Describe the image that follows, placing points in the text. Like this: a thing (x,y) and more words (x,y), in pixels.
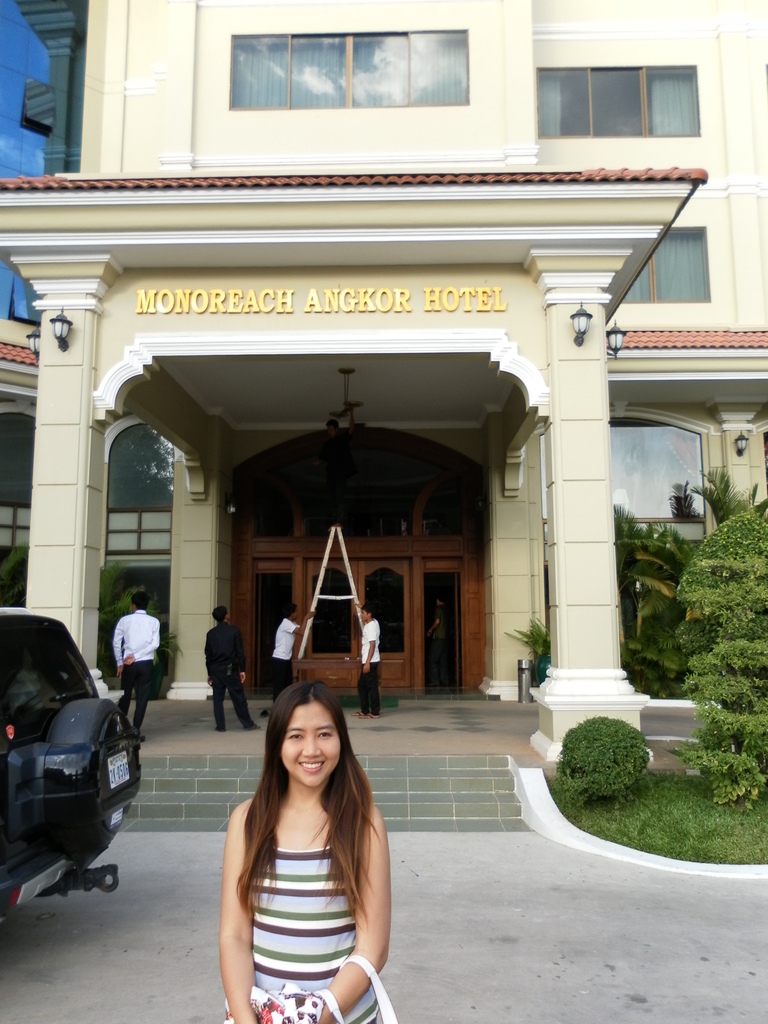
In this image in the center (314,386) there are buildings (455,356) and there are some people (230,661) standing, and there is a ladder (320,582). At the bottom (311,874) there is one woman (287,861) standing and smiling, and on the right side of the image (676,632) there are some plants (693,674) and grass (677,777) and also we could see pillars (567,434), lights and on the building (367,282) there is text (327,289). On the left side (72,700) there is a vehicle (107,828), at the bottom (204,922) there is a walkway (445,929).
